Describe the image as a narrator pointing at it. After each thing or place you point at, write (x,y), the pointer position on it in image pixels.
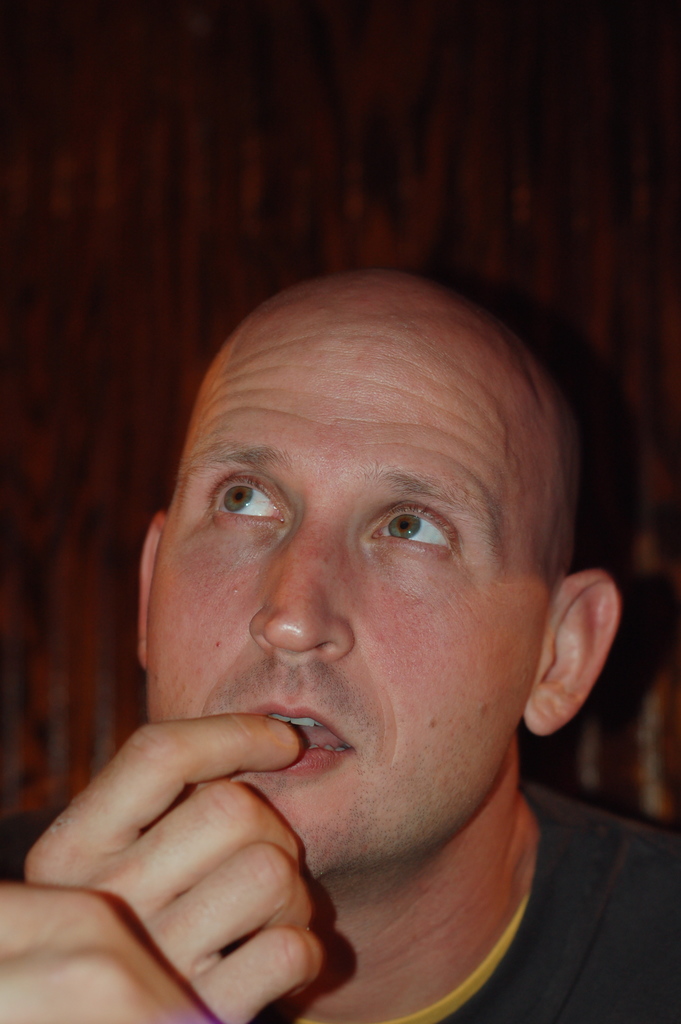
In this picture we can see a man (393,568). In the background of the image (576,241) it is blurry.
